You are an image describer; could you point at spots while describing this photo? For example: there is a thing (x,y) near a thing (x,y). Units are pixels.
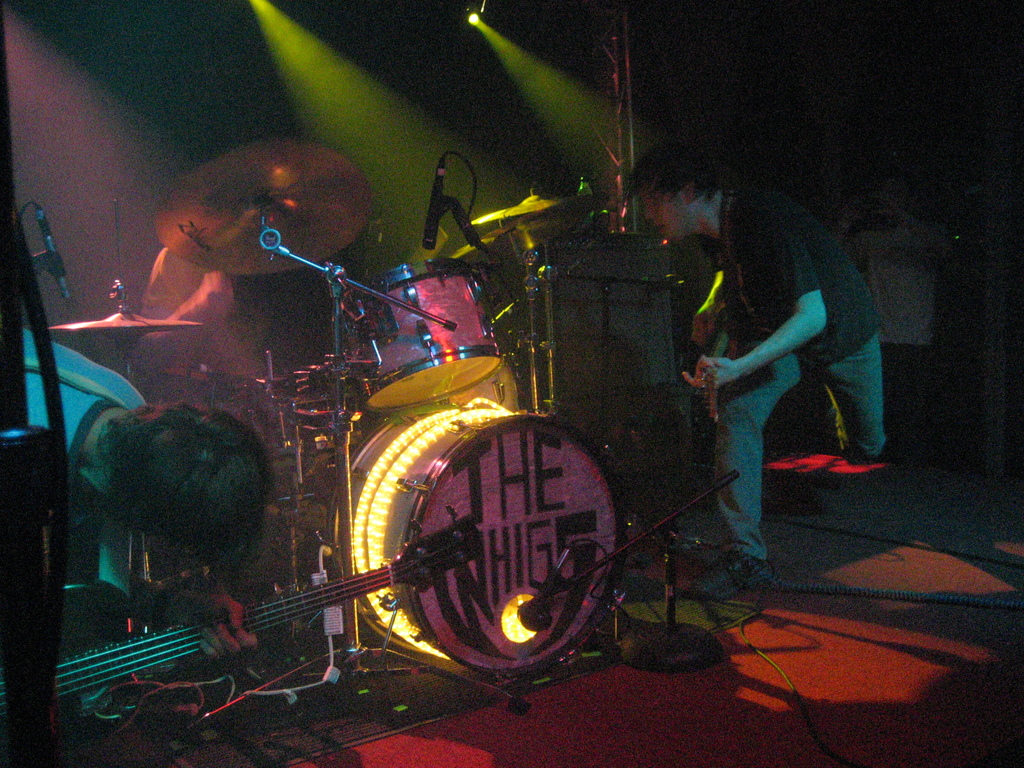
In this image, we can see persons (737,192) wearing clothes (170,331) and playing musical instruments (454,309). There are musical drums (519,462) in the middle of the image (375,387). There is a light (536,81) at the top of the image (567,97).
